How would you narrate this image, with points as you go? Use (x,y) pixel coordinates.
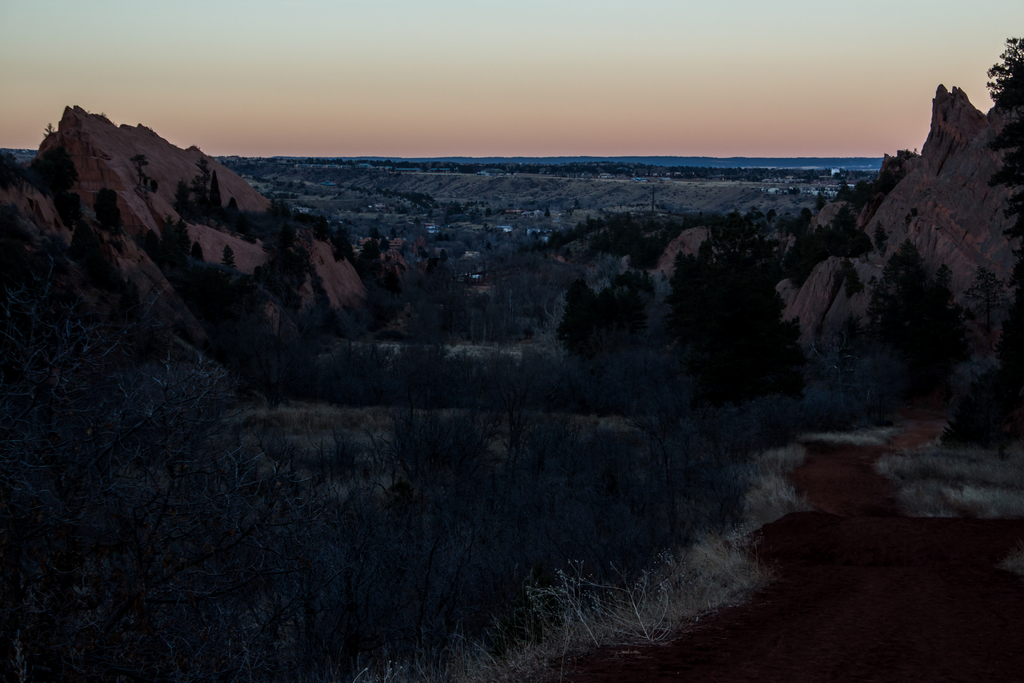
In this picture we can observe some trees (300,373). There are two small hills (108,159) on either sides of this picture. In the background (447,91) there is a sky (450,94) which is in orange color.
